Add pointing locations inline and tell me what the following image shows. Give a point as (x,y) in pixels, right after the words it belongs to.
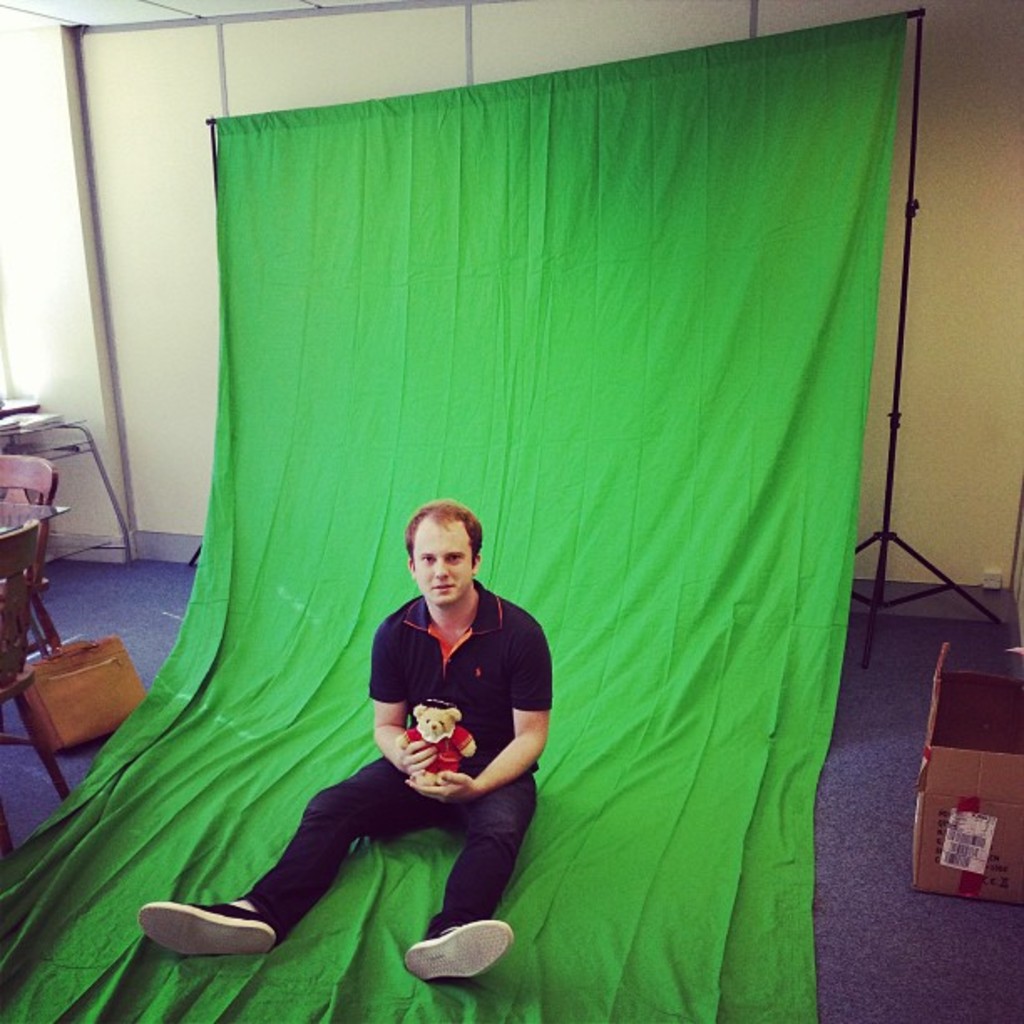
This image is clicked in a room (976,20). There is a cloth (467,206) which is in green color, on that a man (461,969) is sitting. He held a toy (424,711) and this man (402,684) is wearing black color dress (376,816) with shoes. There is a box (964,892) in the bottom right corner (932,804) and there is a bag (91,683) in the left (100,671) corner. There are chairs (54,493) on the left side (41,485).
